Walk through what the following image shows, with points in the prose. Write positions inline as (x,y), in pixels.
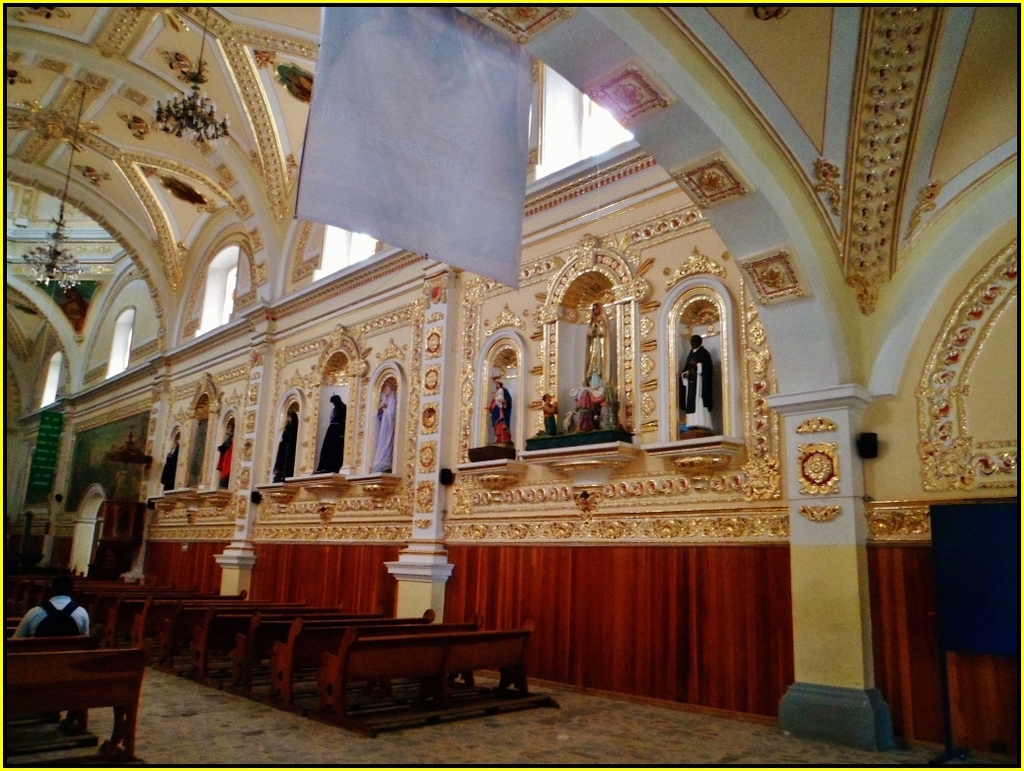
This picture is clicked inside the hall (477,724). On the left (307,678) we can see the benches (223,612) and a person (72,618) wearing a backpack (54,626) sitting on the bench (57,646) and we can see the sculptures (175,445) of persons (331,447). At the top (257,43) there is a roof (230,86) and the chandeliers (189,109) hanging on the roof (269,55) and we can see a banner (420,169) and we can see the windows (580,148) and many other objects (241,447).
